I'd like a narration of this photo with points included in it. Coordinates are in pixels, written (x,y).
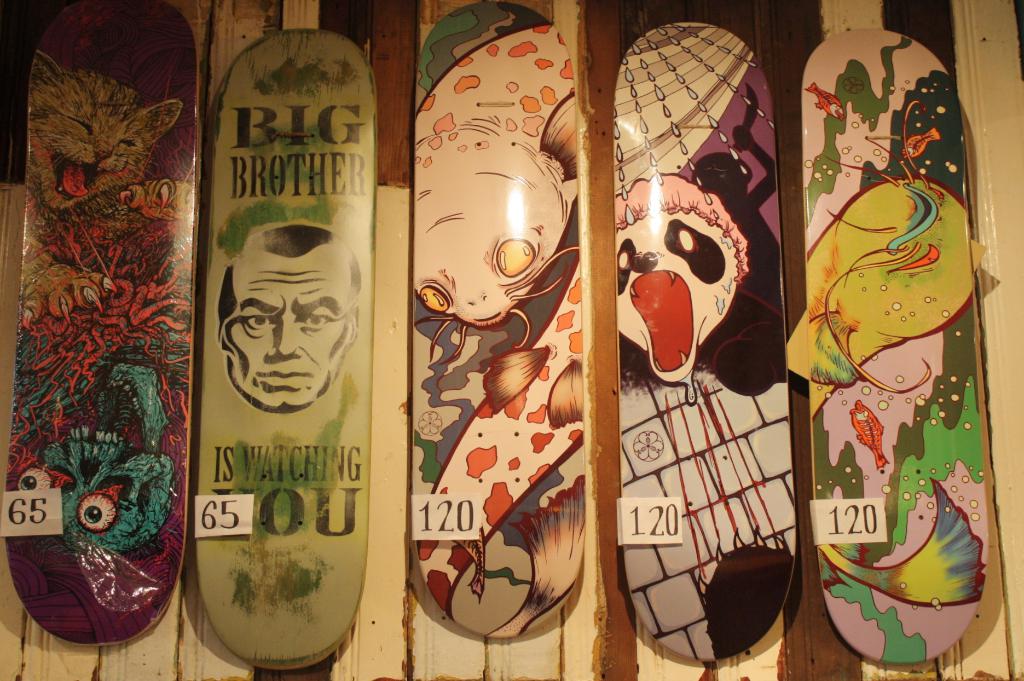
In this image we can see some boards (543,198) with painting (349,198) attached to the wooden wall (844,26) and some number papers (15,515) attached to these boards (98,586).
